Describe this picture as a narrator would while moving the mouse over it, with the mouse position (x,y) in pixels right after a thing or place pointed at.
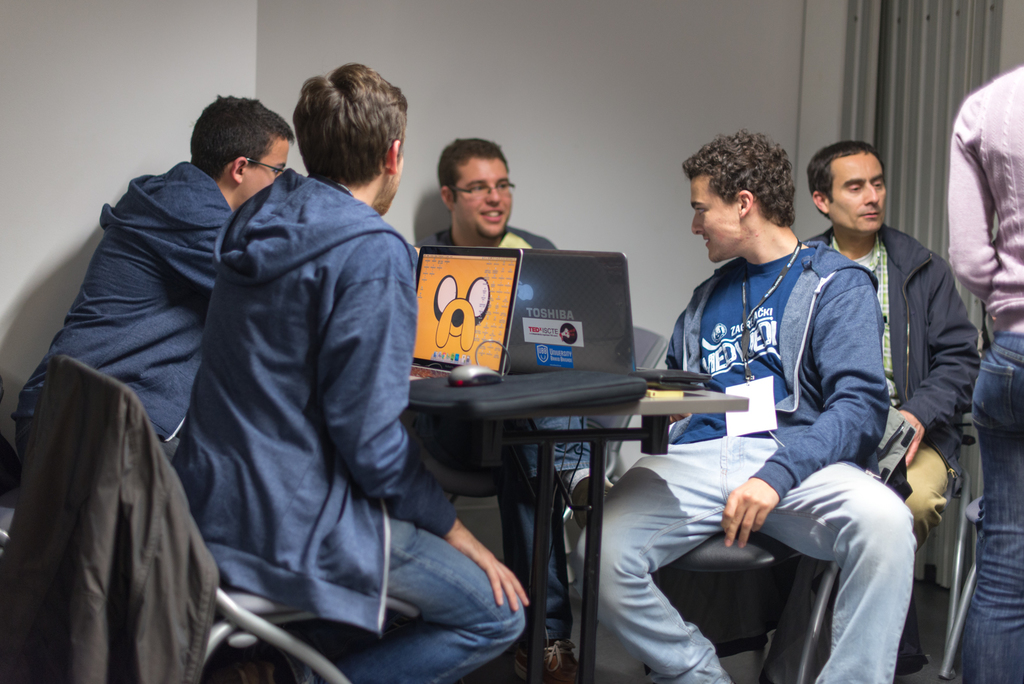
This picture describes about group of people (359,279), few are sitting on the chairs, in front of them we can see few laptops (489,313), mouse (473,371) and other things (649,391) on the table (551,488).
